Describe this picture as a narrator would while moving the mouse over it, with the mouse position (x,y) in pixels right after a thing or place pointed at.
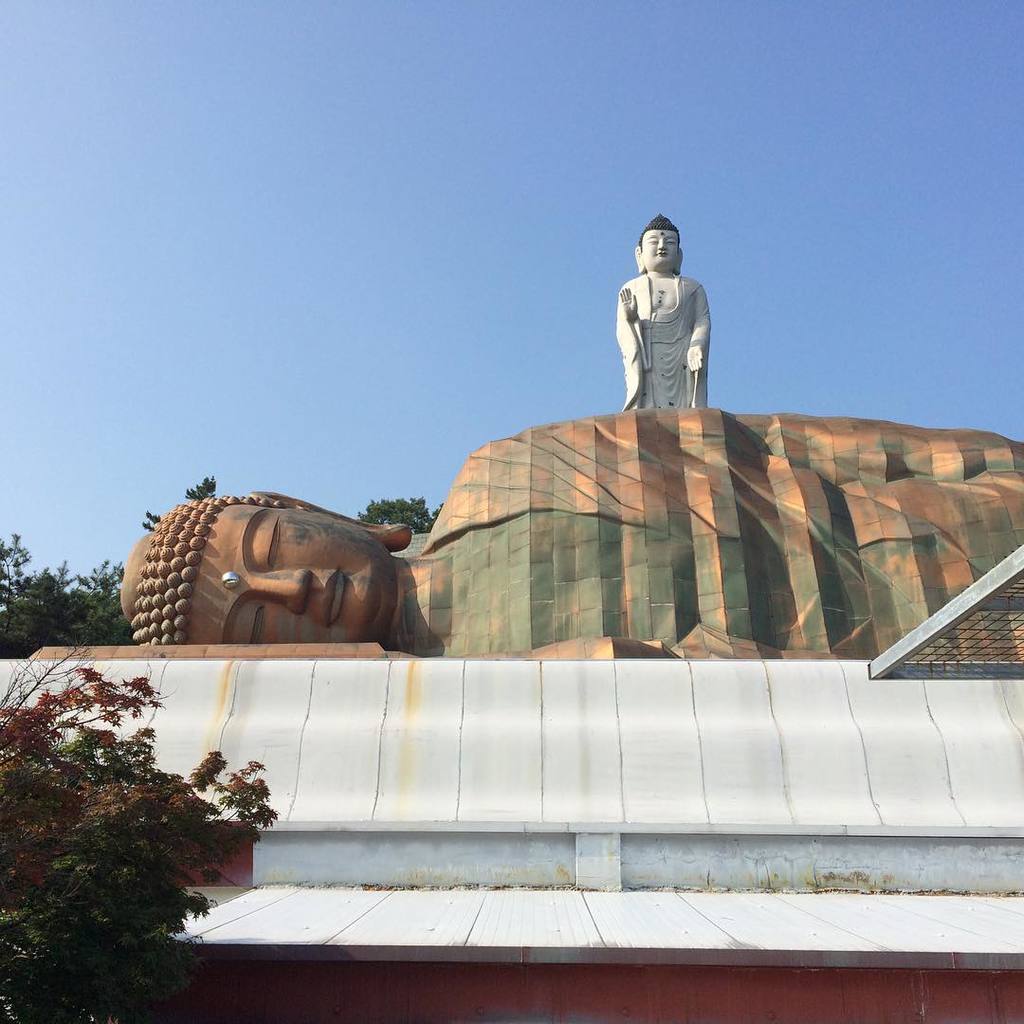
In this image we can see there are two sculptures (574,638), one is sleeping buddha (675,556) and the other is standing buddha (675,316) behind that there are some trees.
